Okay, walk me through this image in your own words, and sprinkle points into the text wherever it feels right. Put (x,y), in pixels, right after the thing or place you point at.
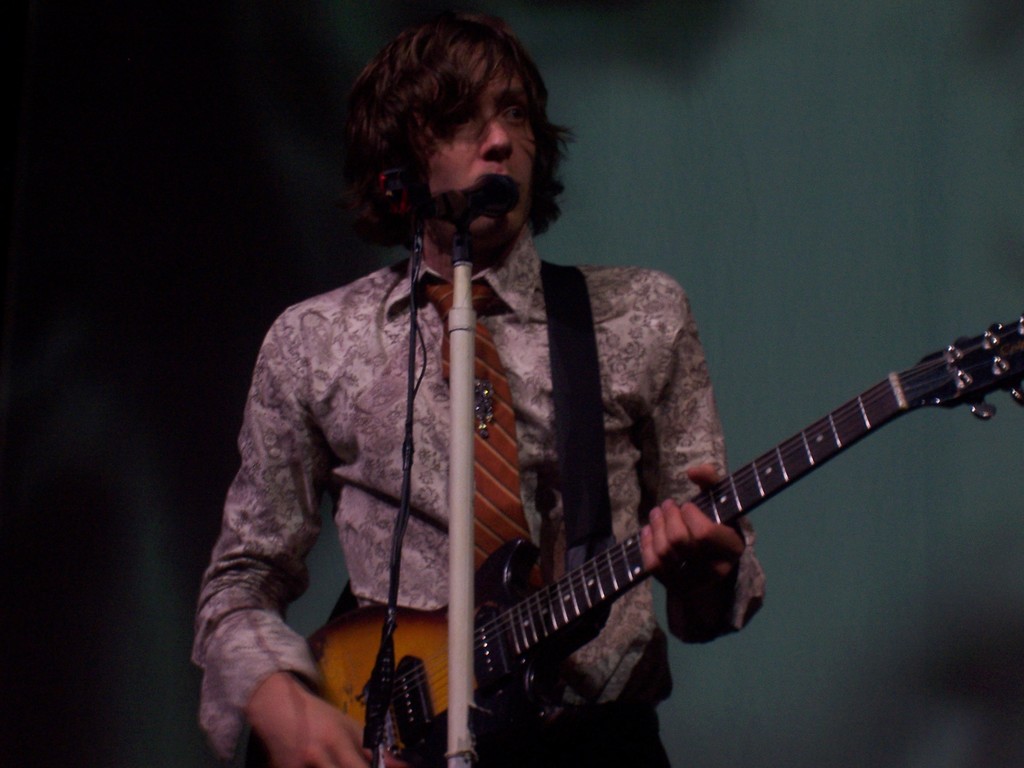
One person (437,522) is standing and holding a guitar (514,570) in front of the microphone (467,443) and he is wearing a shirt (382,347) and tie (510,460).
